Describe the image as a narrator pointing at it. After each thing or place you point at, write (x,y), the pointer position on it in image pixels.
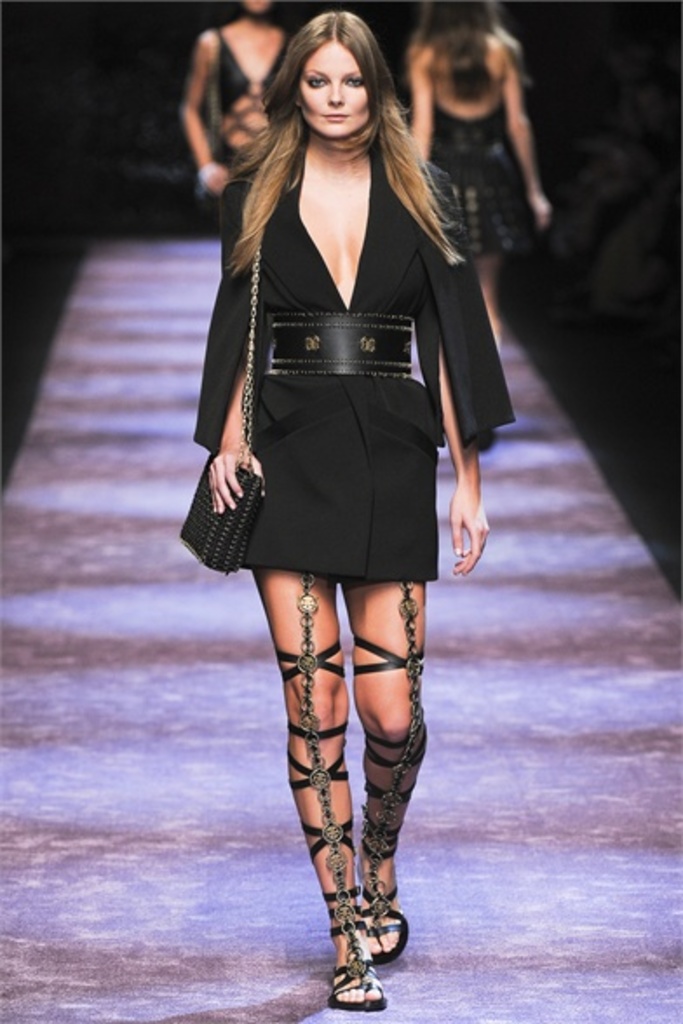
As we can see in the image there are three women (316,73) wearing black color dresses (285,209) and walking.
